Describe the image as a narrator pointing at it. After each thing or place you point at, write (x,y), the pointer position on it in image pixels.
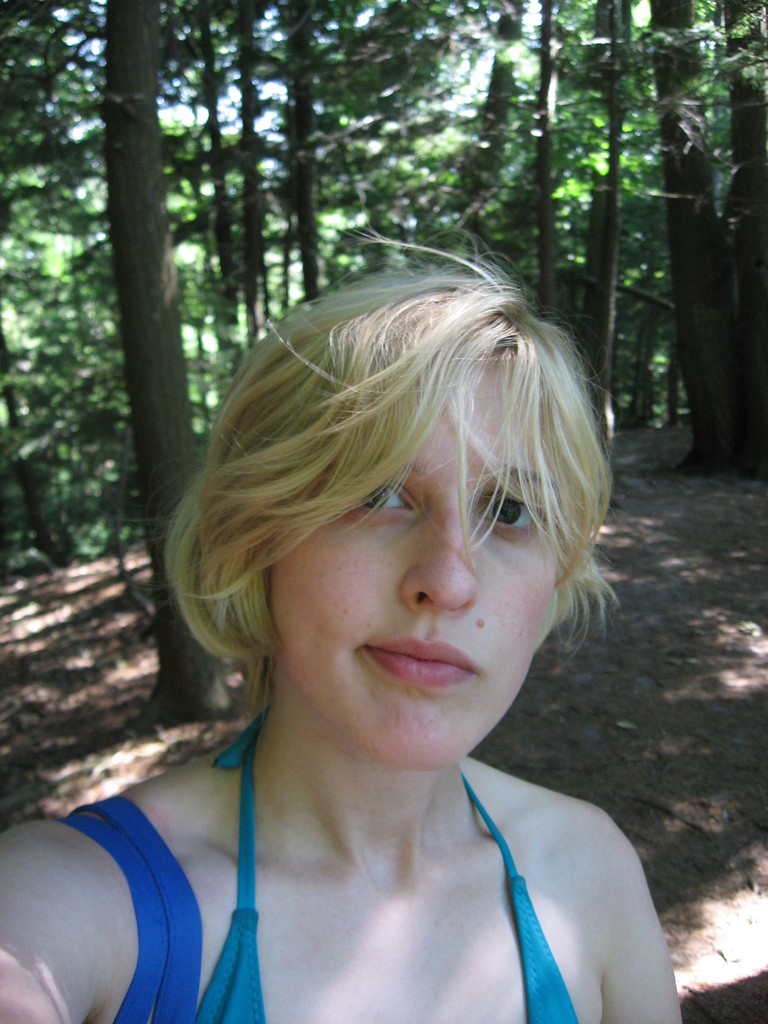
In this image I can see a person (459,665). Back I can see few green trees (432,149).
